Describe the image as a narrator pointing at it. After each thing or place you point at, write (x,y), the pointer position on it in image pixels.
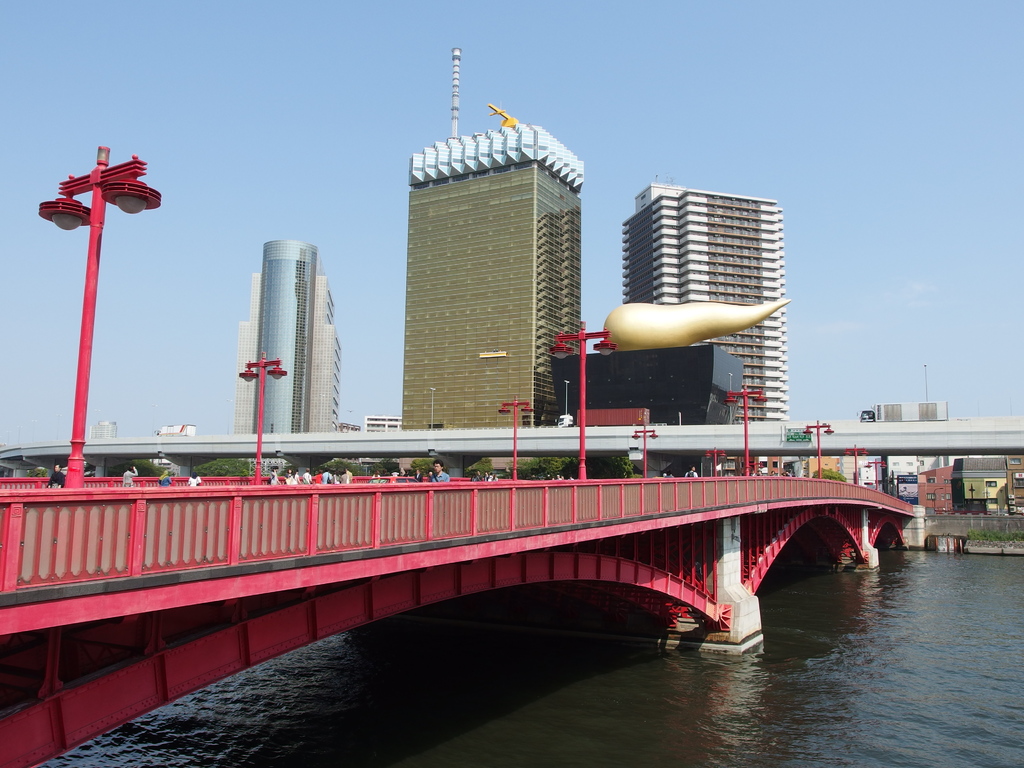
In the picture I can see people (327,474) on the bridge (387,501). The bridge (396,543) is red in color. In the background (370,259) I can see street lights (433,412), buildings (529,333), the sky (596,284), the water (801,609) and some other objects (457,457).
